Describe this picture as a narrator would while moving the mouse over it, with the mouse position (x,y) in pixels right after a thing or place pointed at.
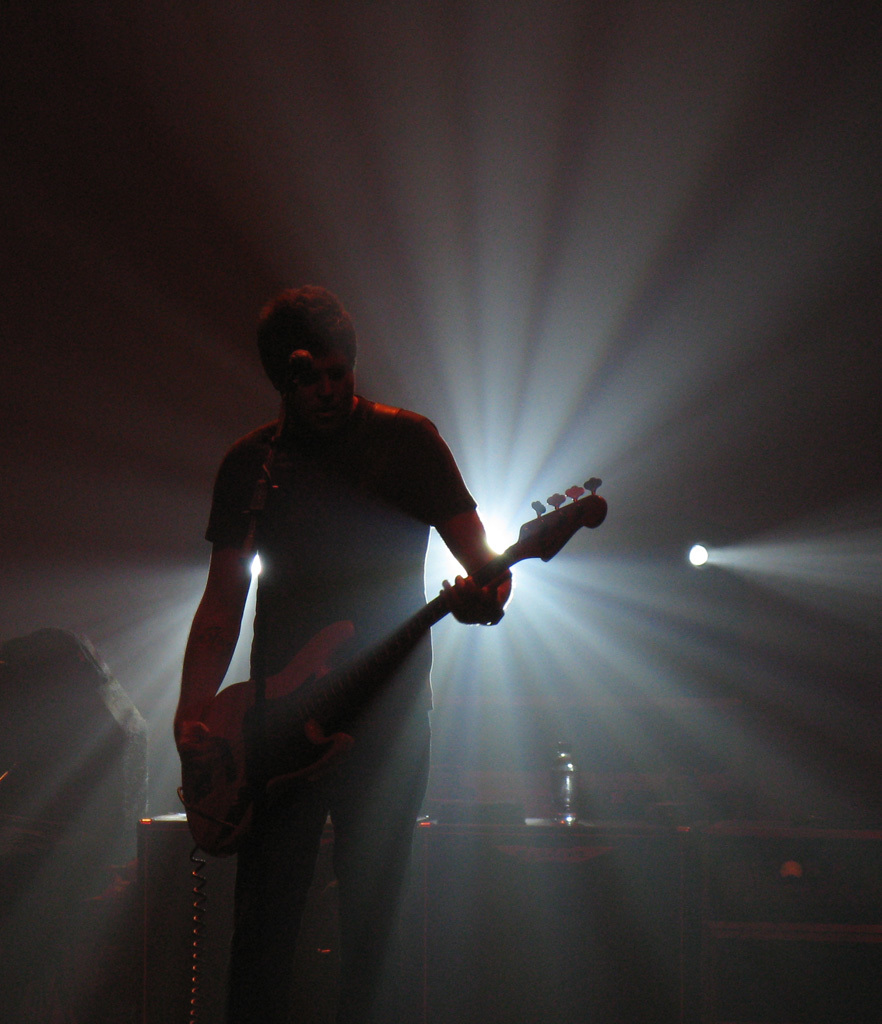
There is a man (201,655) standing in the center (307,563). He is holding a guitar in his hands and he is singing on a microphone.
